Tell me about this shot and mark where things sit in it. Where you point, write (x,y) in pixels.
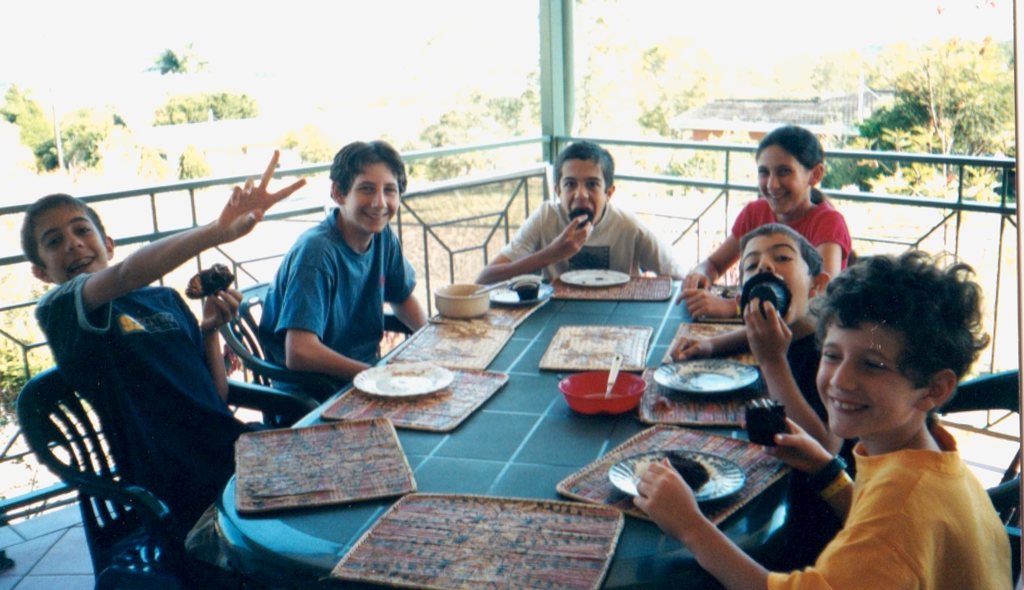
In this Image I see 5 boys (1001,552) and a girl (726,245) who are sitting on chairs (1012,531) and these 4 are smiling, I can also see there is a table (661,335) in front of them on which there are plates (728,364), 2 bowls (616,394) and spoons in it. I see that these are holding food (774,419) and these have their hands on the table (565,326). In the background (904,186) I see the trees (613,126) and a house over here.
